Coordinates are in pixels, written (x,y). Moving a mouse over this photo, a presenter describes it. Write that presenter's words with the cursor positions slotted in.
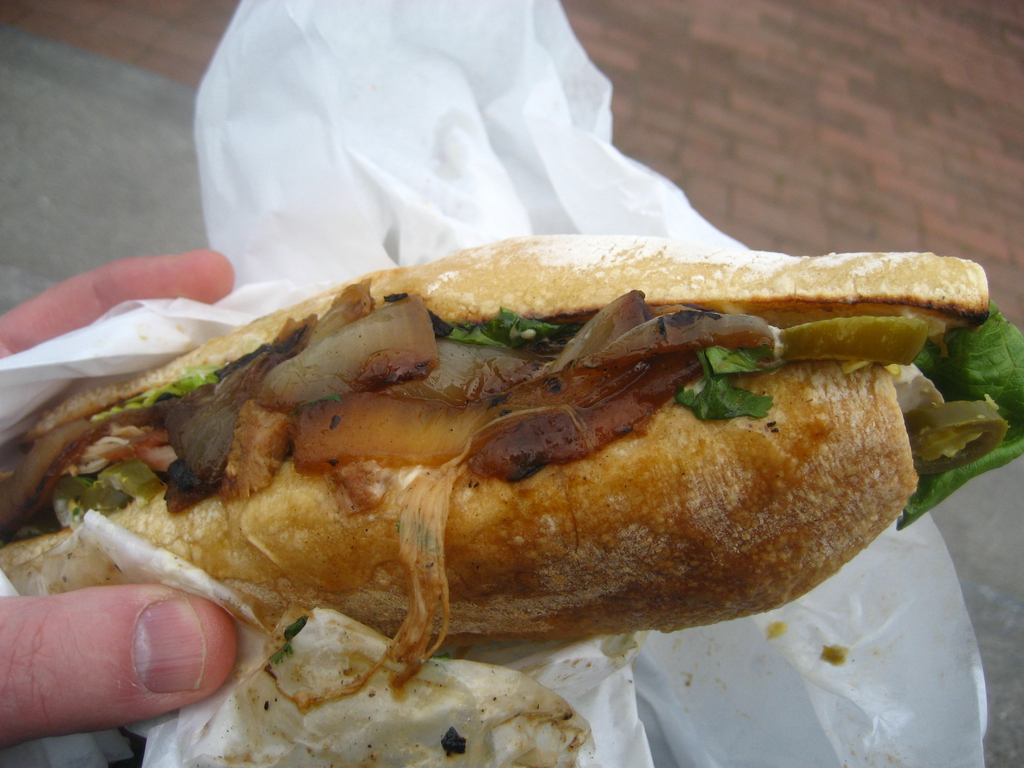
This picture shows a sandwich (269,598) wrapped in a paper (535,767) and we see a human hand (2,646) holding it.
